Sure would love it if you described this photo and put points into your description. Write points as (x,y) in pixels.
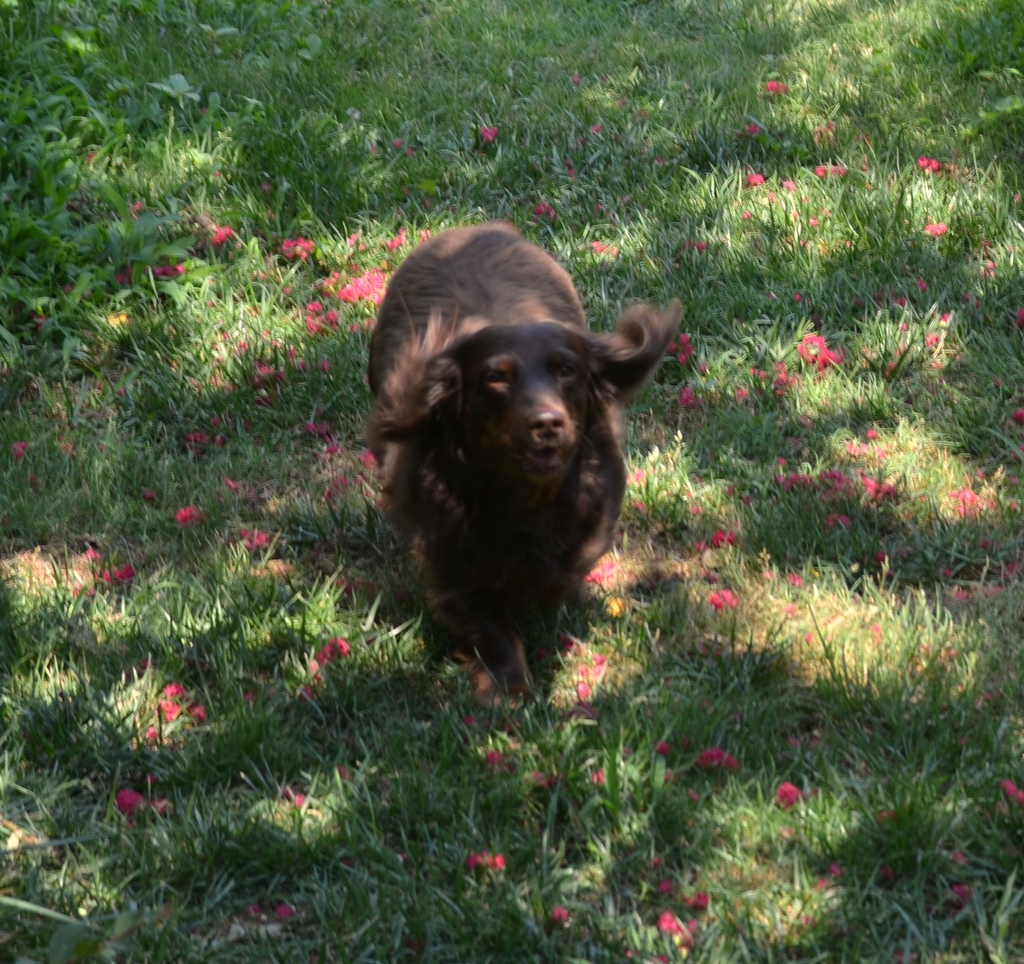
In this image we can see an animal (502,434) on the ground (609,659), it is in brown color, there is grass (795,748) and pink flowers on it.
